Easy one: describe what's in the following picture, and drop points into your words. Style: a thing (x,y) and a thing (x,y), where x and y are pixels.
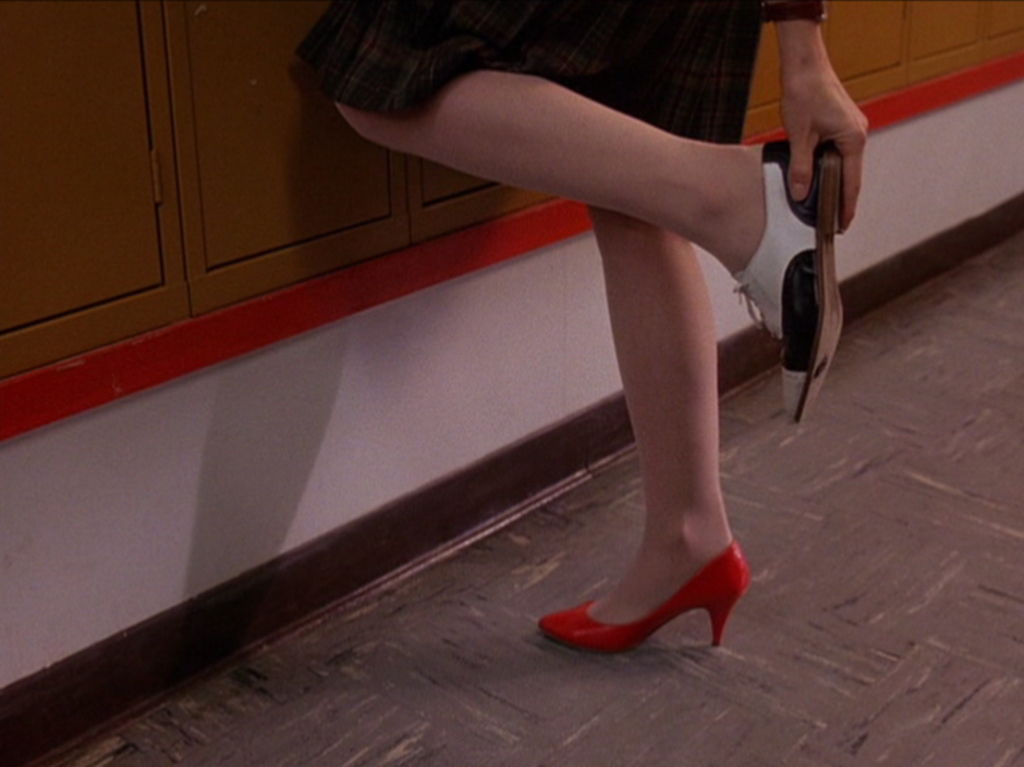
In this picture we can see legs (677,534) of a person (715,211) and the person (741,243) is holding a shoe (766,158).
